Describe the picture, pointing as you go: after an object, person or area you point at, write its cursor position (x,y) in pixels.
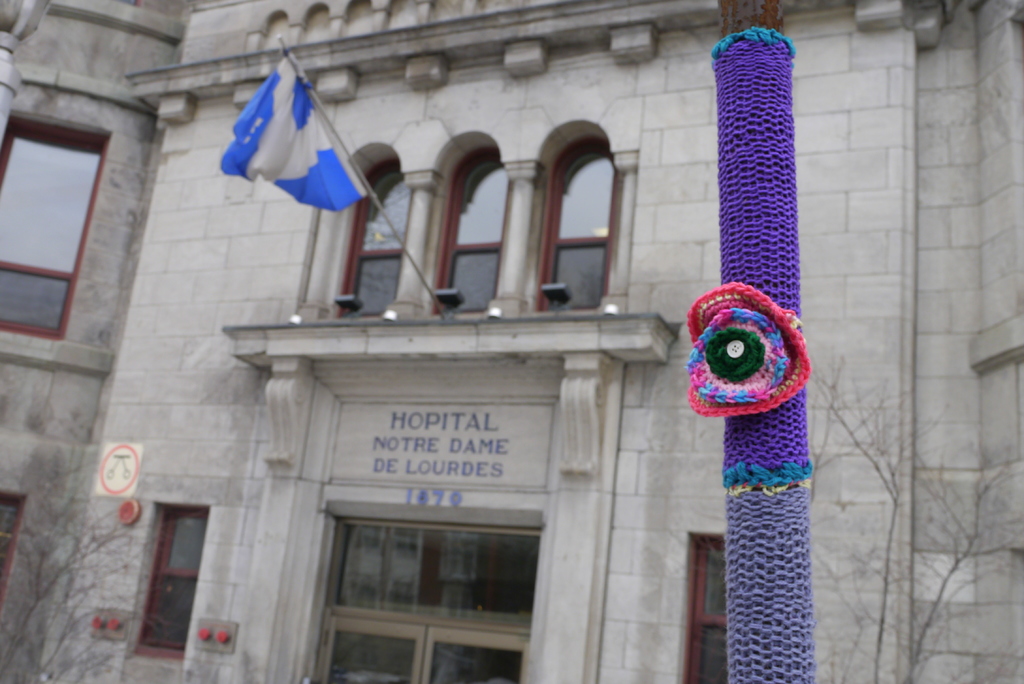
In the middle of the image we can see a pole (758,388). Behind the pole (739,647) there are some plants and building (206,319). On the building (89,450) there are some windows (51,182), flag (309,126) and sign board (113,469).
